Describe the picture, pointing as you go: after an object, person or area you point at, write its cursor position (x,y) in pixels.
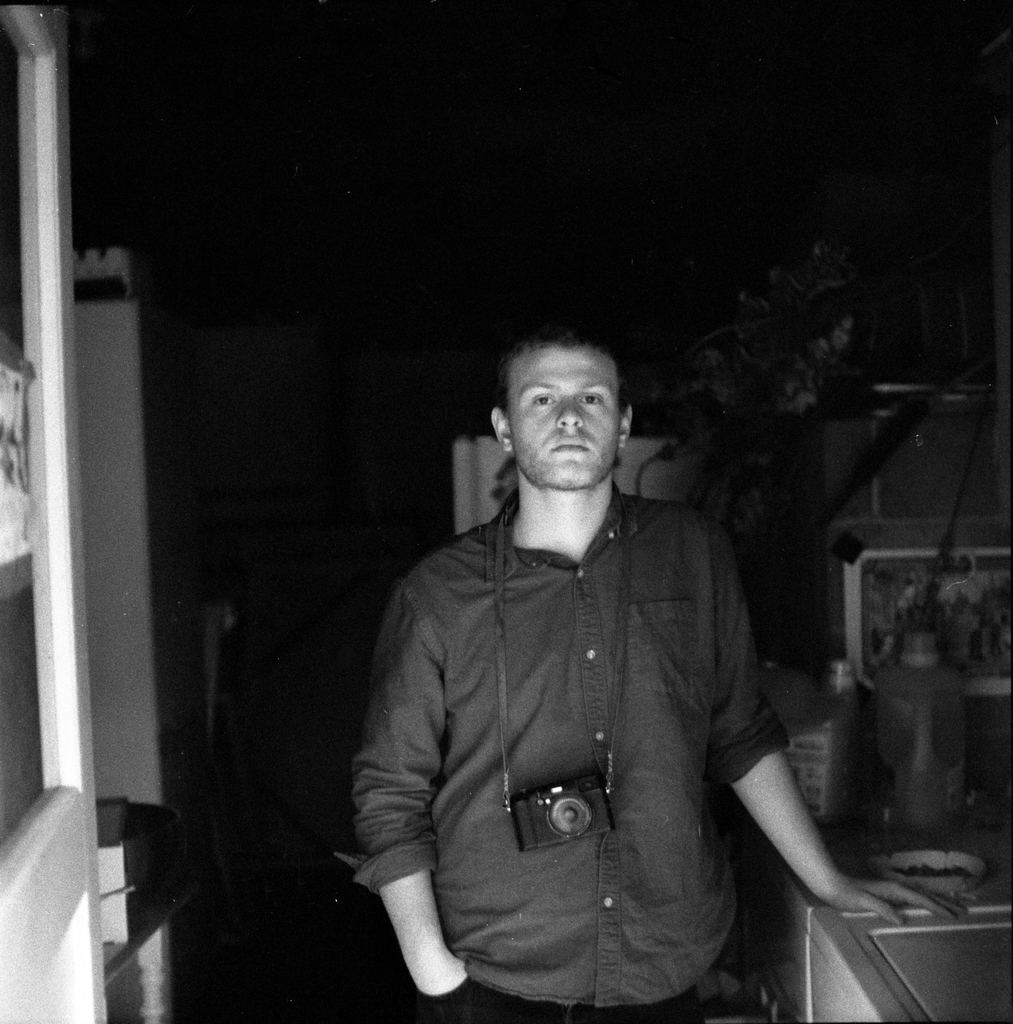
It is a black and white picture. In the center of the image (519,665) we can see one person (582,699) standing and he is wearing a camera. At the bottom right side of the image (972,982), we can see one table (889,947). On the left side of the image (132,690), we can see some objects (65,684). In the background (940,794), we can see cans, frames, one plant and a few other objects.
